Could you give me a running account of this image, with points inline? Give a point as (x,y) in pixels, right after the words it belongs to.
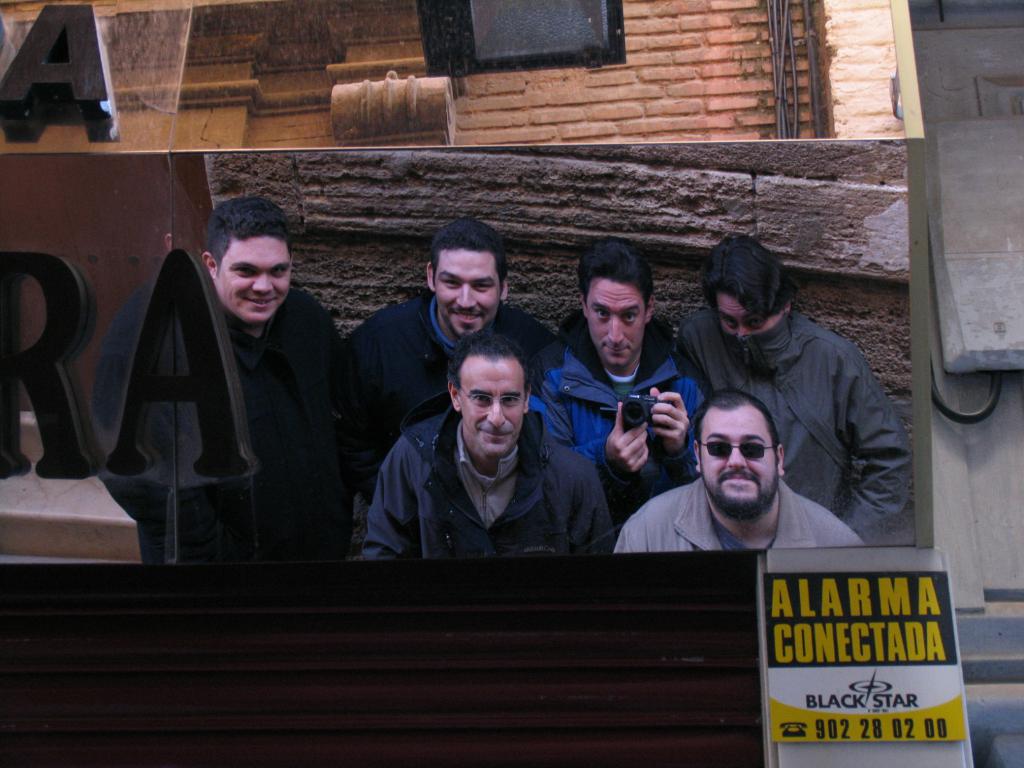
In the center of the image (576,319) we can see a board (687,306). On the board (687,306) we can see some people (699,425) are wearing the jackets (775,369) and a man (638,435) is holding a camera (644,420) and another man (722,468) is wearing goggles (743,452). In the background of the image (889,757) we can see the wall (506,133), screen (438,38), naming boards (82,15), board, stairs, cable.
